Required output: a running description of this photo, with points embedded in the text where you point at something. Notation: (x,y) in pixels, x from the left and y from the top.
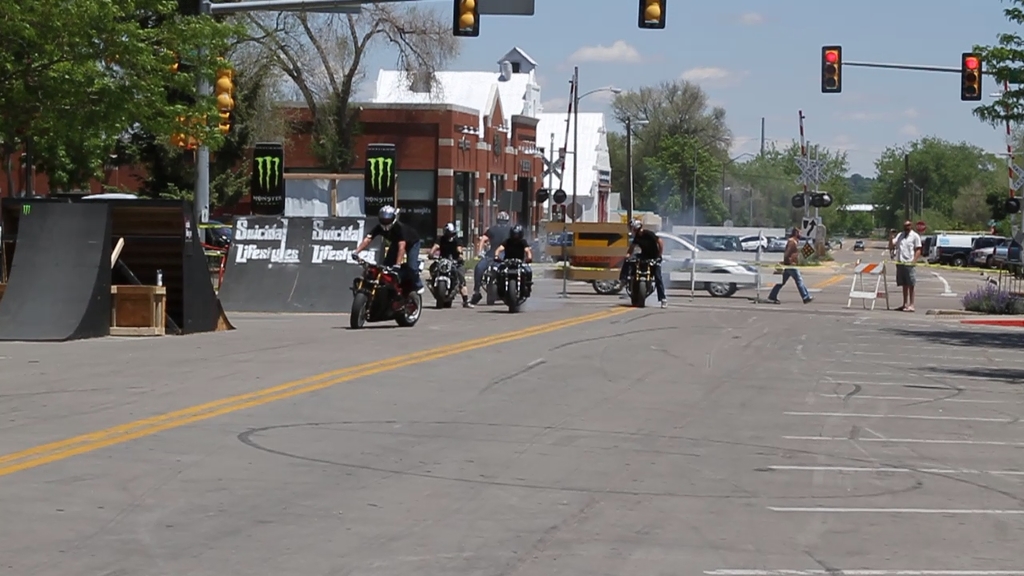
In this picture I can see in the middle (457,244) few people (646,242) are riding the vehicles (638,302), on the left side (129,110) there are trees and buildings (584,210). At the top (625,67) there are traffic signals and there is the sky (872,70), on the right side (909,281) there is a man (898,262) standing on the road (858,312).
